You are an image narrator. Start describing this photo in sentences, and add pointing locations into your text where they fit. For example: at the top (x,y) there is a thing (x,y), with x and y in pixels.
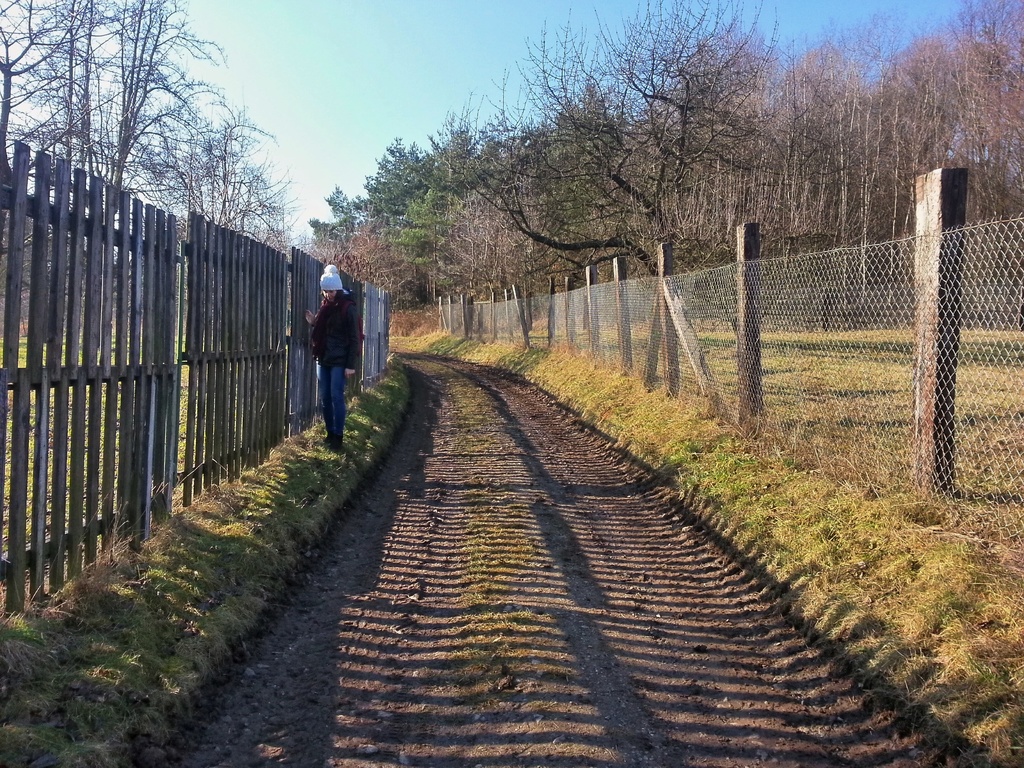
In this image I can see a path (384,562). I can see a person (333,401). On either side of the image there is some grass (900,550) on the land (778,531). In the background (769,130) I can see few trees (626,157). At the top (403,73) I can see the sky (444,119).
